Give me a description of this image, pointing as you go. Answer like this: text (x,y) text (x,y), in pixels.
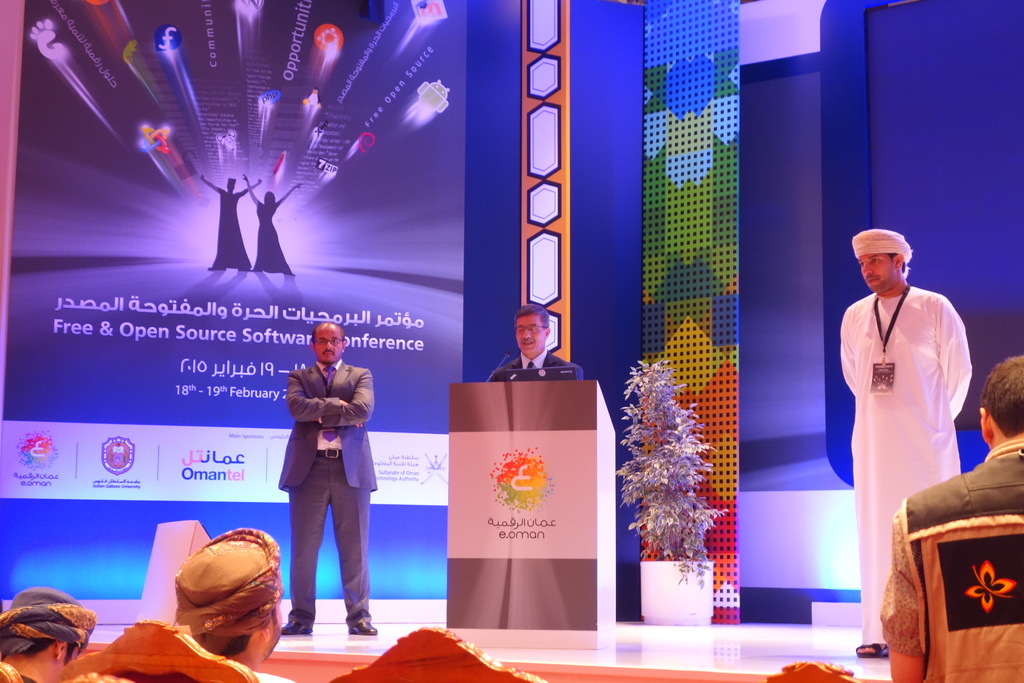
In this image I can see few persons (198,629) sitting on chairs (165,624), few persons (987,578) standing and the stage (706,641). On the stage (709,650) I can see three persons (525,361) standing, at podium (502,461), a flower pot (669,580) with a plant (636,515) in it, the blue colored wall (754,420) and a huge screen (298,206).
